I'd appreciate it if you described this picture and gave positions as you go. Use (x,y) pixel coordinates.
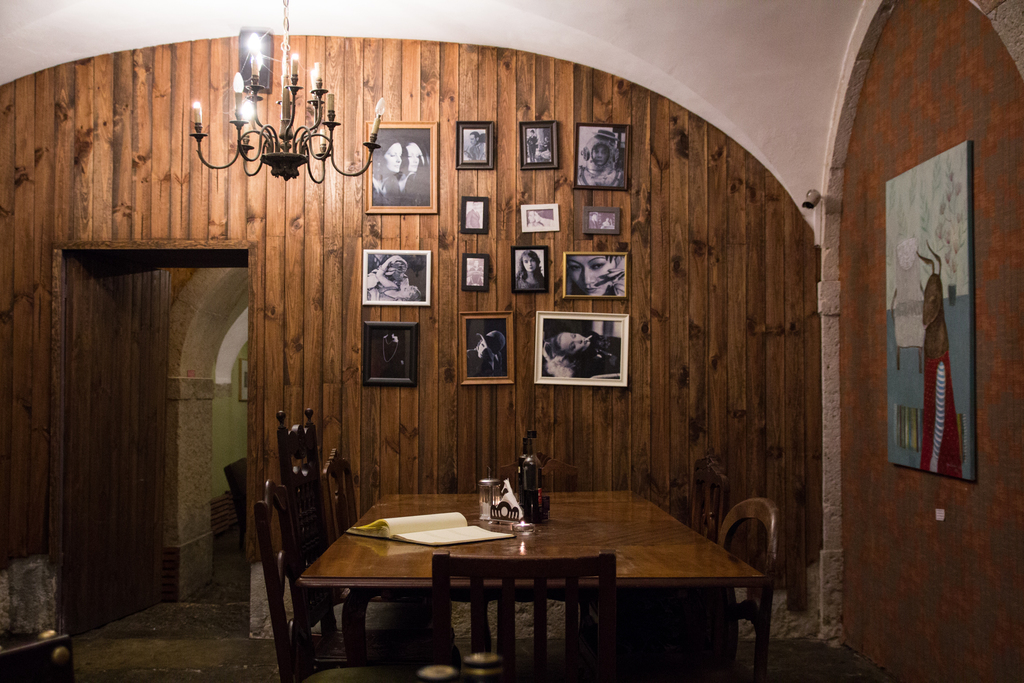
In front of the picture, we see a dining table (624,578) on which glass bottles (531,480), glass (490,479) and book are placed. Beside that, we see chairs (441,599). On the right side (924,300), we see a wall (921,473) on which photo frame (902,349) or a poster (904,369) is placed. In the background (372,386), we see a brown wall (368,247) on which many photo frames (580,169) are placed. At the top of the picture (669,74), we see a white wall (678,69) and a chandelier (242,100).
